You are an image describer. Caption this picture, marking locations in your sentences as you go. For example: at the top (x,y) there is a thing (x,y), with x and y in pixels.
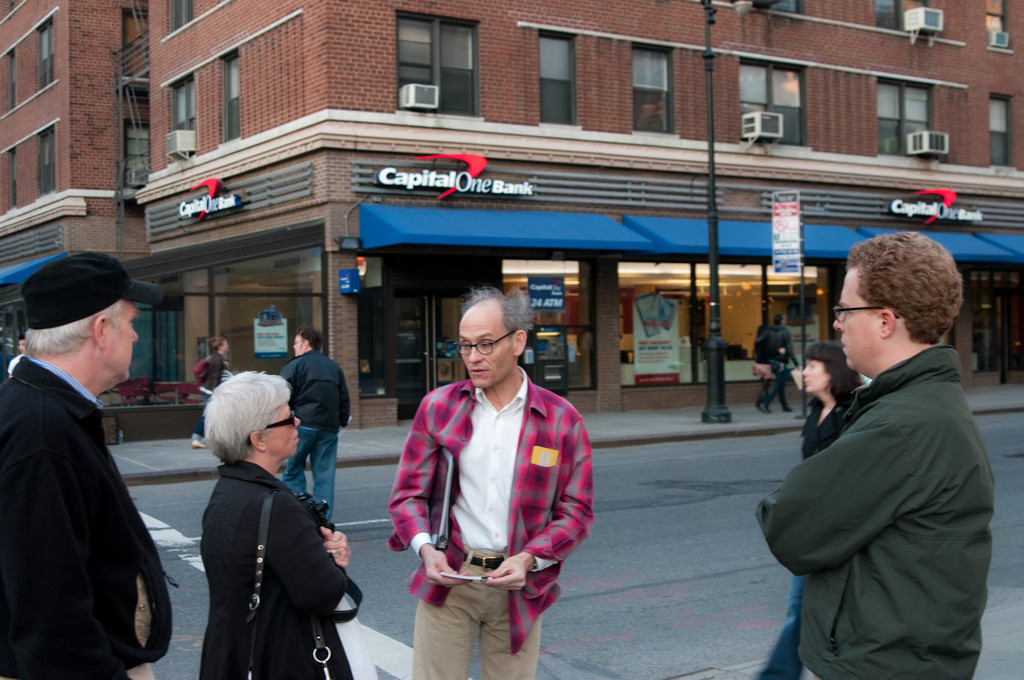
In this image we can see people (275,375). Some are wearing specs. One person (94,253) is wearing cap (94,253). Also there is a pole (714,257) and sign board (790,247) with a pole (802,239). In the back (632,493) there is a sidewalk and a road (651,487). In the background (243,179) there are buildings (237,114) with windows (439,86). Also there are name boards (933,200) on the buildings (877,164).
